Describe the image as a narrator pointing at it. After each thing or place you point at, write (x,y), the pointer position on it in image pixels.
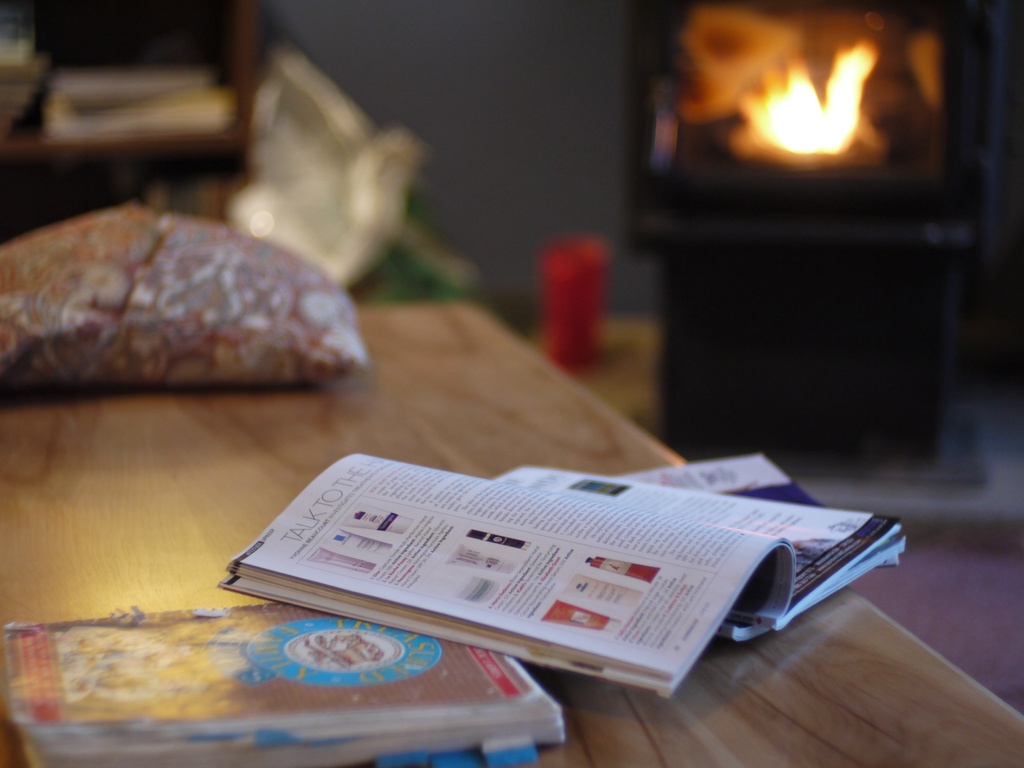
There are group of books (529,576) on the table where one among them is kept opened.
